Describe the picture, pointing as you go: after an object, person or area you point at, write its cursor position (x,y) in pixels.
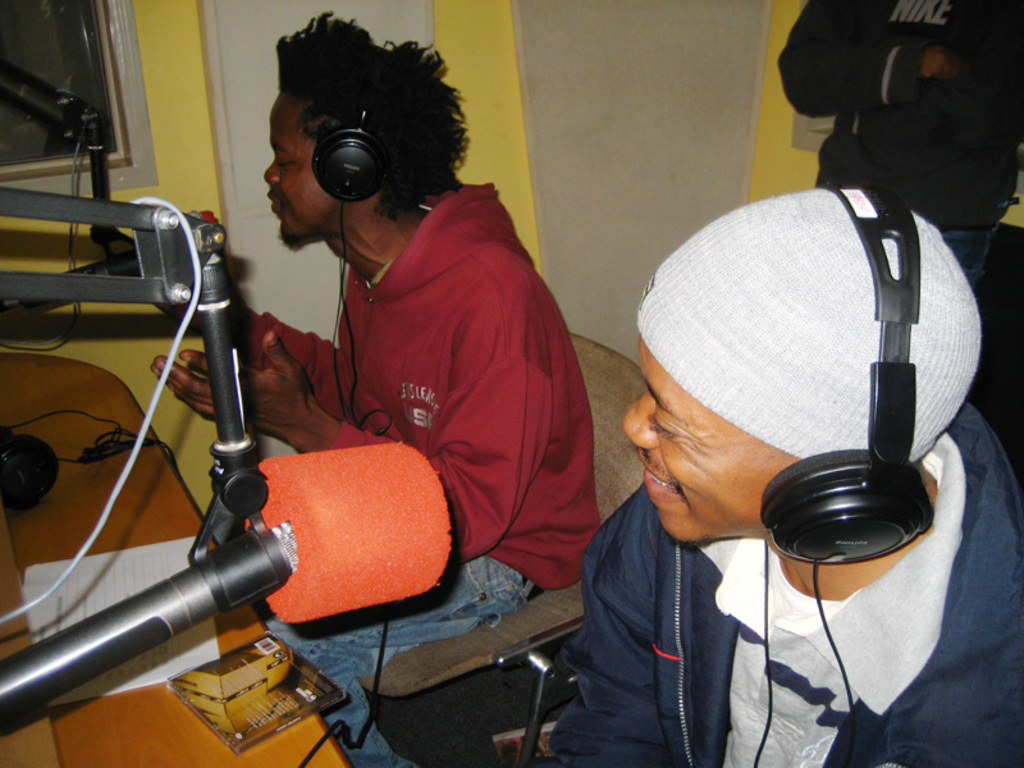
In this image I can see three people (540,364) with different color dresses (467,338). I can see two people (486,617) sitting in-front of the table (178,718) and mics (211,584). These people (573,375) are wearing the headsets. On the table (66,555) I can see the papers (51,614), compact disc (199,697) and wires (45,598). In the background (211,154) I can see the wall (532,61).
